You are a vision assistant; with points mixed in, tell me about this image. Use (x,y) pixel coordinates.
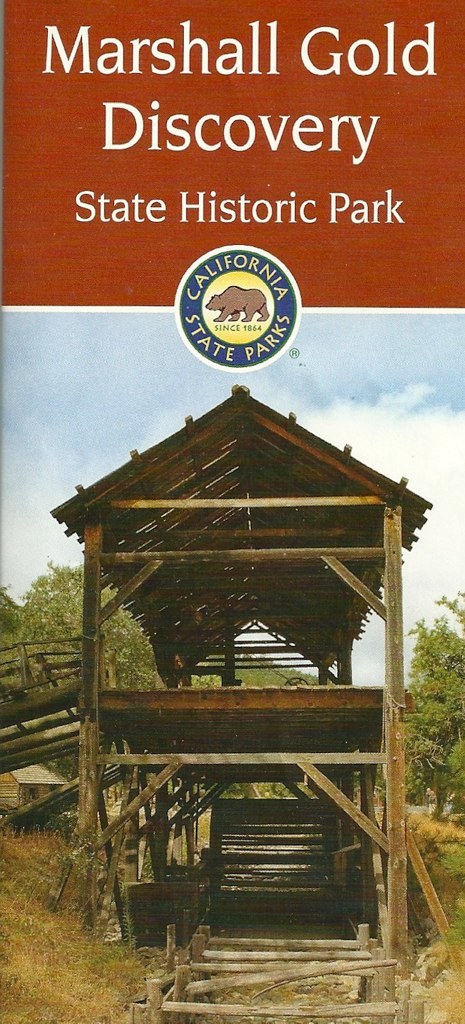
In this image I can see there is a wooden structure (212,845) and there is a roof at the top of the structure (131,759) and there are few wooden sticks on the floor (313,998) and there is grass (37,958) on the floor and in the backdrop (52,608) there are trees (454,756) and the sky (419,394) is cloudy. There is something written on the image and there is a logo (207,330) at the center of the image (208,347).
